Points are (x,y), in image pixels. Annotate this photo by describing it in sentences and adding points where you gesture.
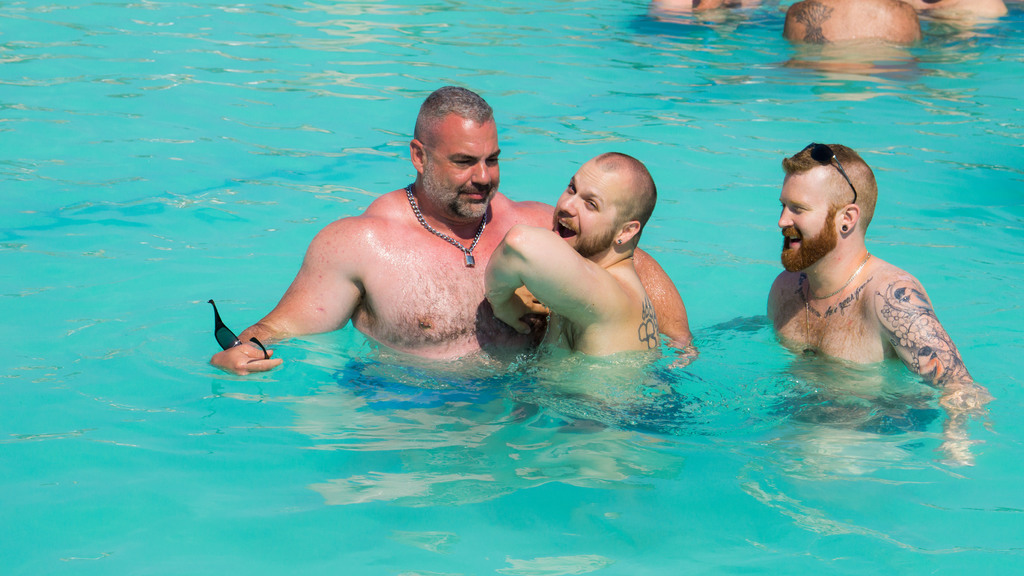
In this image there are three men (453,268) in the swimming pool (592,360). At the top (788,24) there are three other men (830,29) who are swimming in the swimming pool (762,49).
